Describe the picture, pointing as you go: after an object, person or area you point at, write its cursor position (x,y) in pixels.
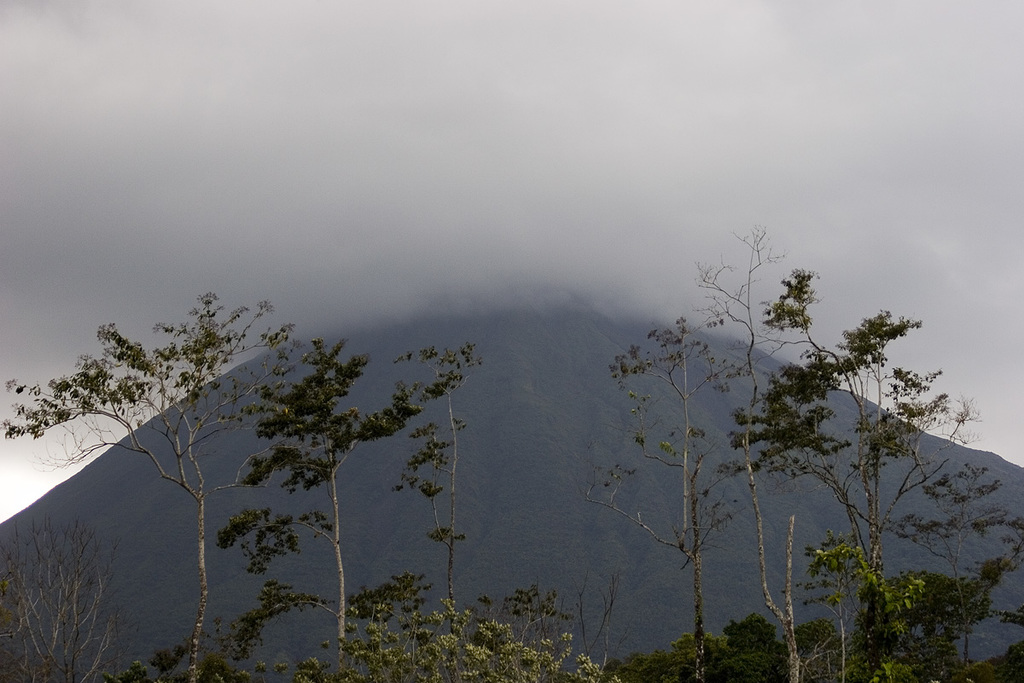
At the bottom (526,609), we see the trees (398,663). In the background (518,350), we see the hill (141,488). At the top (533,97), we see the sky (472,194).
